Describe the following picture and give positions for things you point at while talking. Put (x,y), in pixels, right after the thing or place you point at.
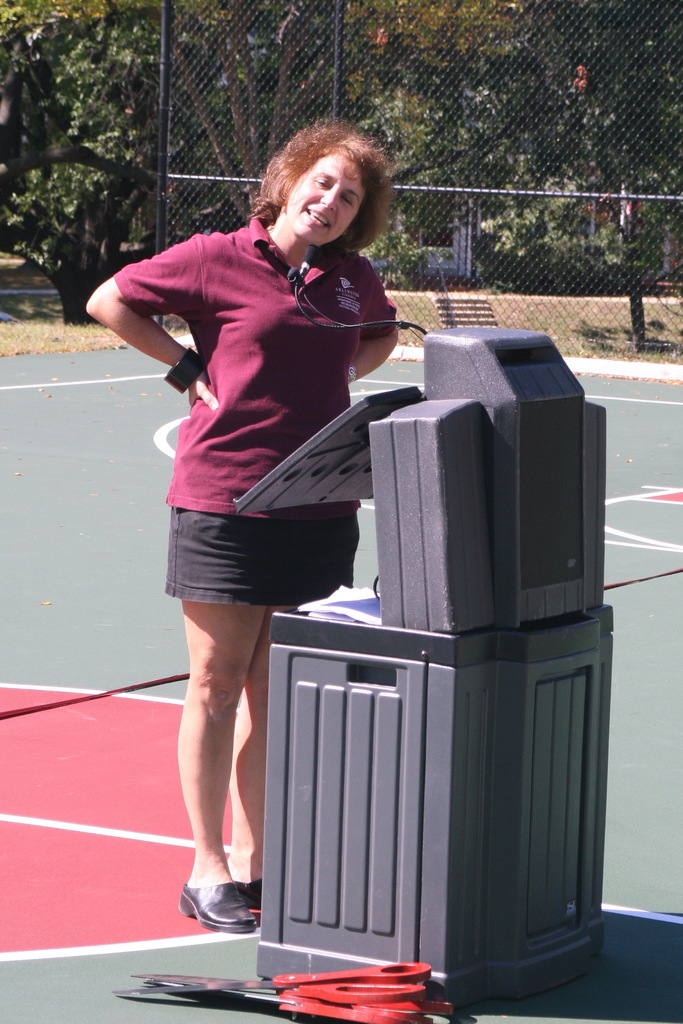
In this picture we can see a woman (252,610) standing on the ground (103,537), scissors (354,990) and in the background (302,73) we can see fence (641,164) and trees (427,28).
